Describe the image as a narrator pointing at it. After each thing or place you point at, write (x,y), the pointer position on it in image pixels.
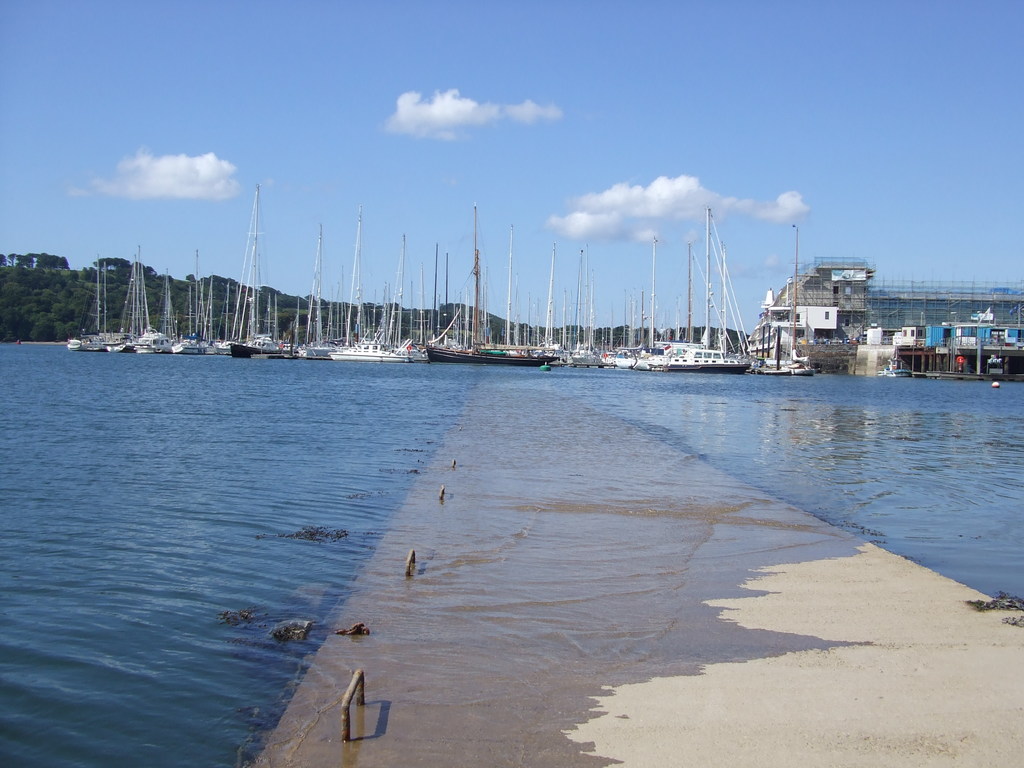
Here we can see water (495,497). Background (30,243) there are boats (506,348), trees (228,320), building (850,332) and sky (487,164). These are clouds (647,193).
